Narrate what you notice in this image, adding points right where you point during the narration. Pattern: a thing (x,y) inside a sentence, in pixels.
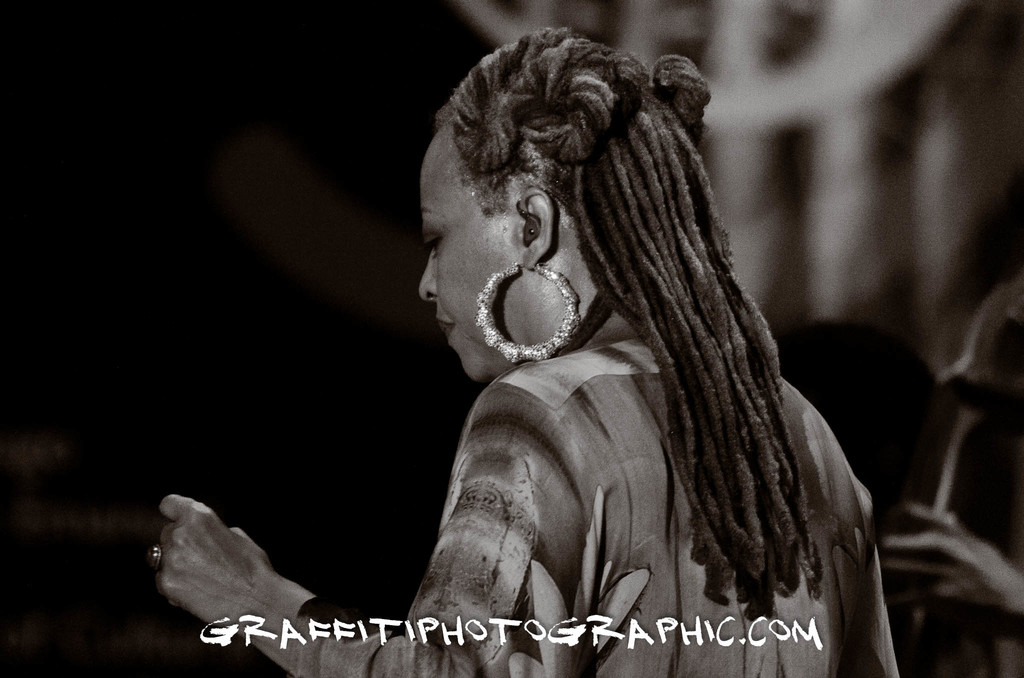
In this image I can see the black and white picture of a person (605,327) wearing the dress (574,473) and earring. In the background (886,427) I can see few persons (807,356) and few other objects (768,65) which are black and white in color.
